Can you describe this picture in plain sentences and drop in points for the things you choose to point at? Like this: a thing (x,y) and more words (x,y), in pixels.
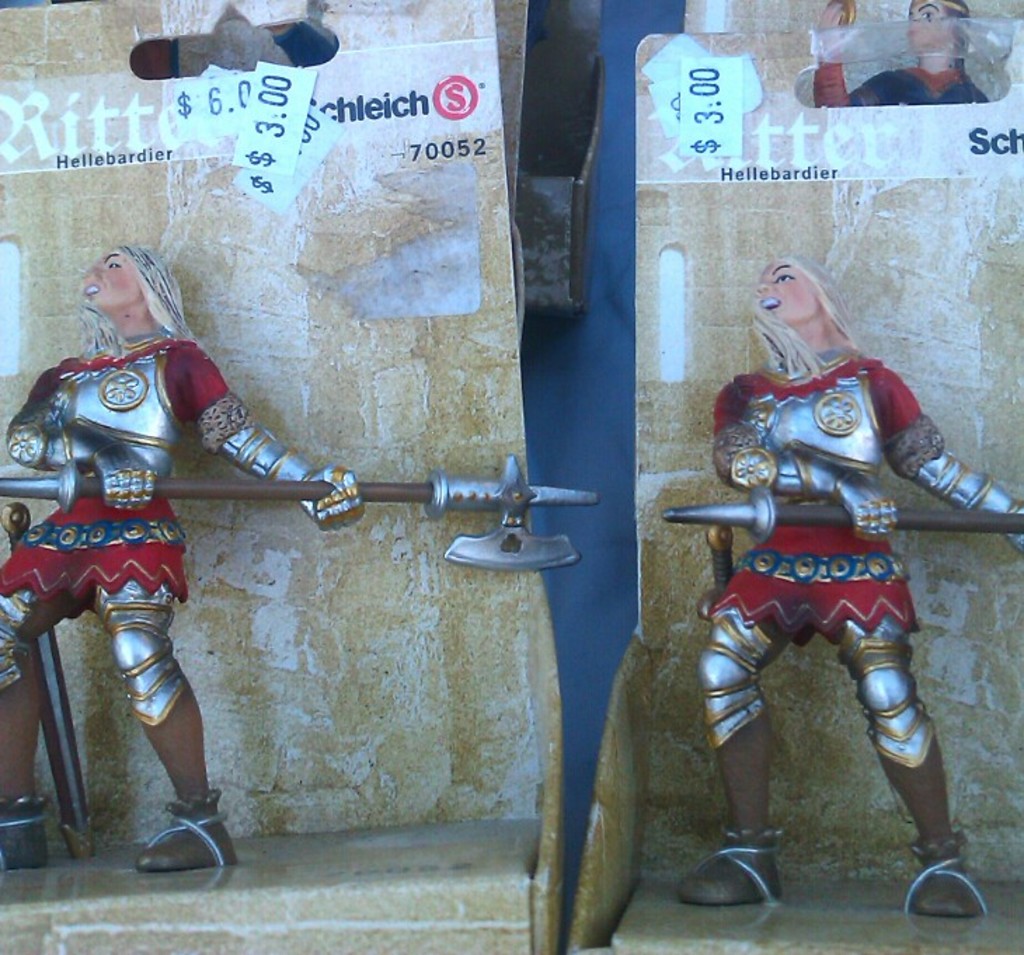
In this picture we can see the toys (773,268) which is kept on the cardboard cover (916,388). At the top of this cover (755,159) we can see the rate (680,87) of the toy (941,824). This is kept on the table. At the back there is a card (607,403).
